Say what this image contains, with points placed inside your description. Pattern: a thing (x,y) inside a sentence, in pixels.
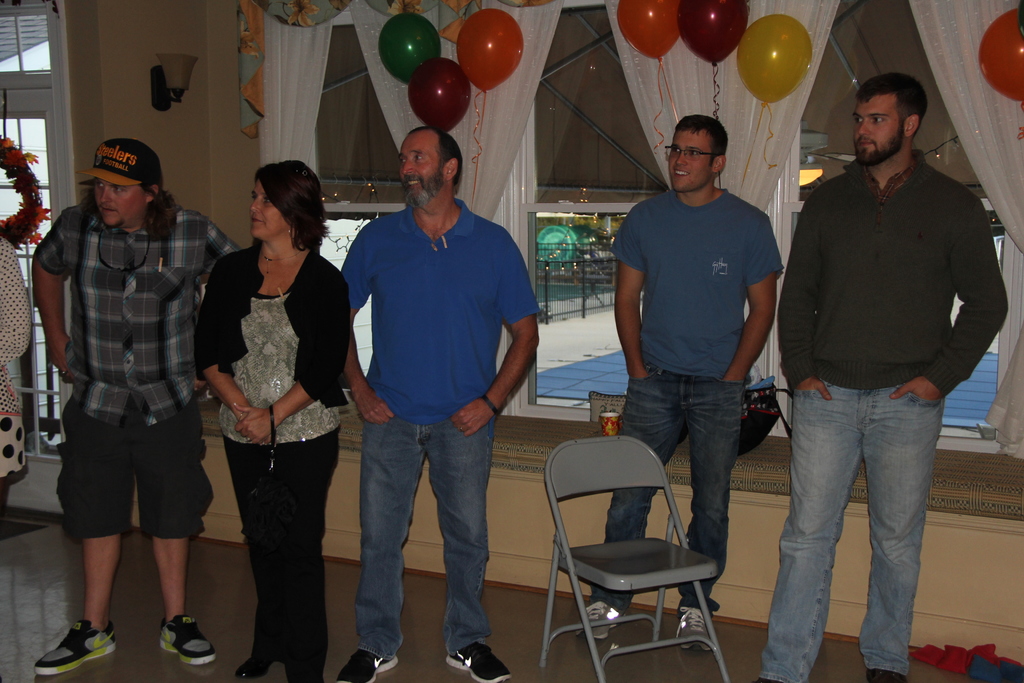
This image consists of some persons (77,281) standing in the middle (417,308). There is a chair (623,476) at the bottom (584,606). There are balloons (442,77) at the top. There is curtain (515,102) at the top (1006,153).
